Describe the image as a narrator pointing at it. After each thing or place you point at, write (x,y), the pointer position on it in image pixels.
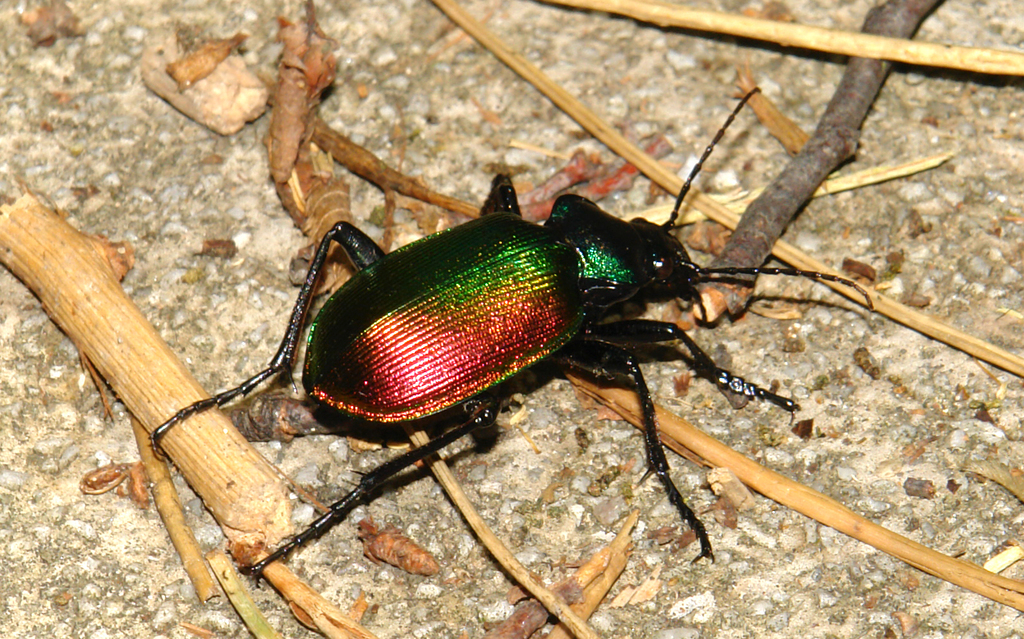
This picture shows a beetle (475,219) on the ground (530,185) and we see few sticks (119,319).
